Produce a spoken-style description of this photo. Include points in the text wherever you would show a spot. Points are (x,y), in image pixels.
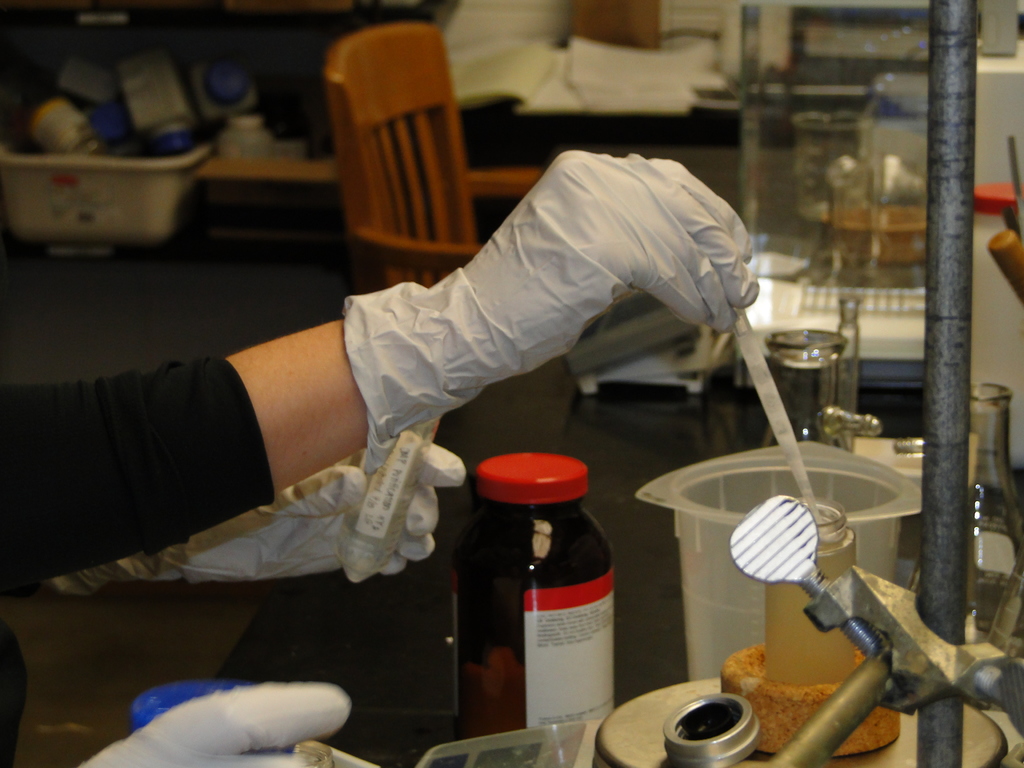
In the middle (629,261) a person's hand (693,264) visible who is wearing a gloves (532,285) in his hand (539,299) and preparing chemical solutions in the bottle (818,562) and jar (830,517). On the right (944,483) a rod (962,339) is visible. In the top (876,216) chairs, boxes (76,198), jars (183,148) and cupboards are visible and books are there. This image is taken inside a lab (117,311).
